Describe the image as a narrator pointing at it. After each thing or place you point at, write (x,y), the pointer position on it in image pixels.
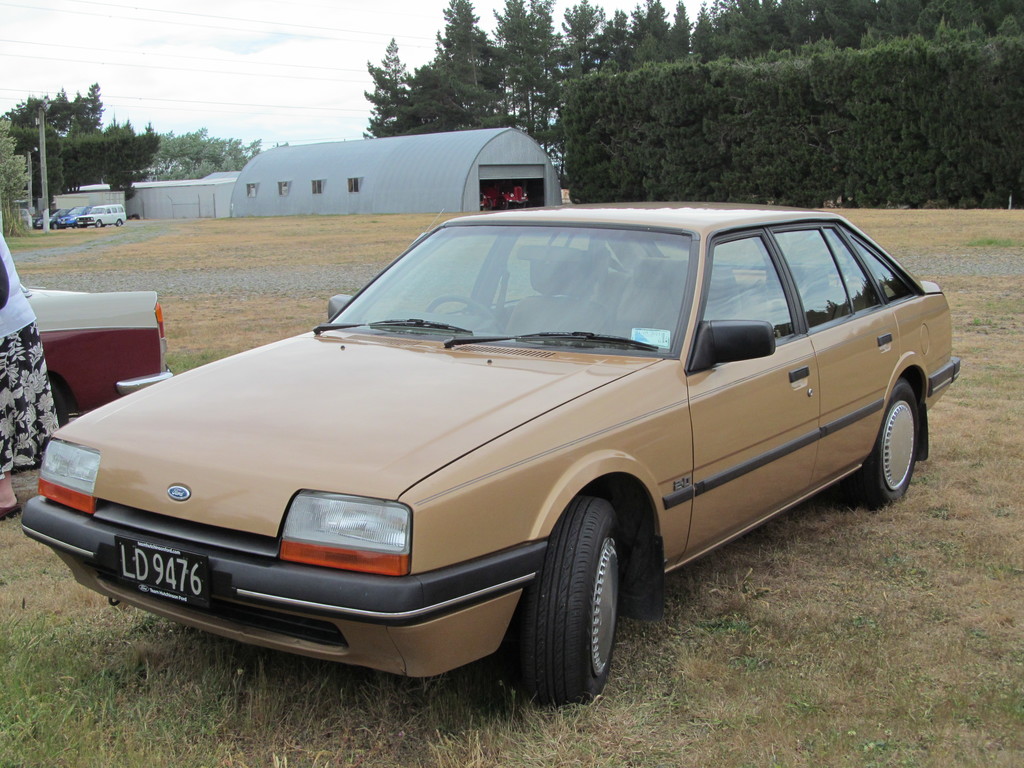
In this image we can see a car (421,318). And in front side of car (211,576) some text (171,562) is written. And bottom we can see grass (916,698). And some greenery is seen near surrounding. And left upper region we can see a shed (194,188) and in which we can see vehicles (106,213) over there. And one person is seen on the left side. And Clouds (169,33) in the sky (173,43).
